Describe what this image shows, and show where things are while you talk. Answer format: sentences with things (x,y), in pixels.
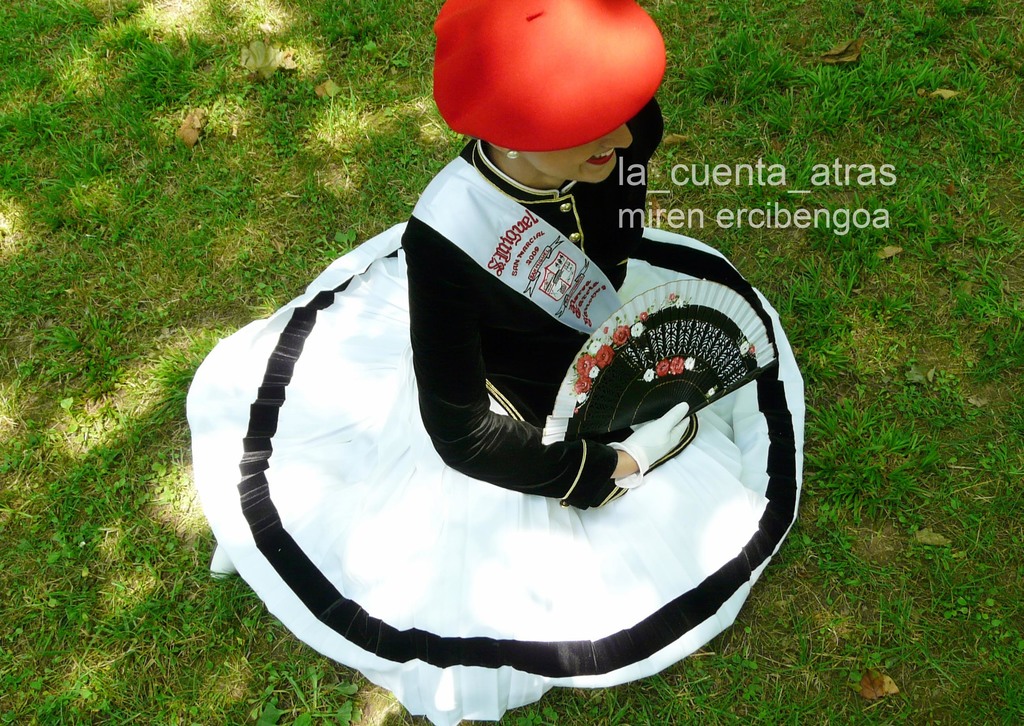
In this image, in the middle (384,281), we can see a woman (583,158) wearing a red color hat (641,70) is sitting on the grass (653,197).
